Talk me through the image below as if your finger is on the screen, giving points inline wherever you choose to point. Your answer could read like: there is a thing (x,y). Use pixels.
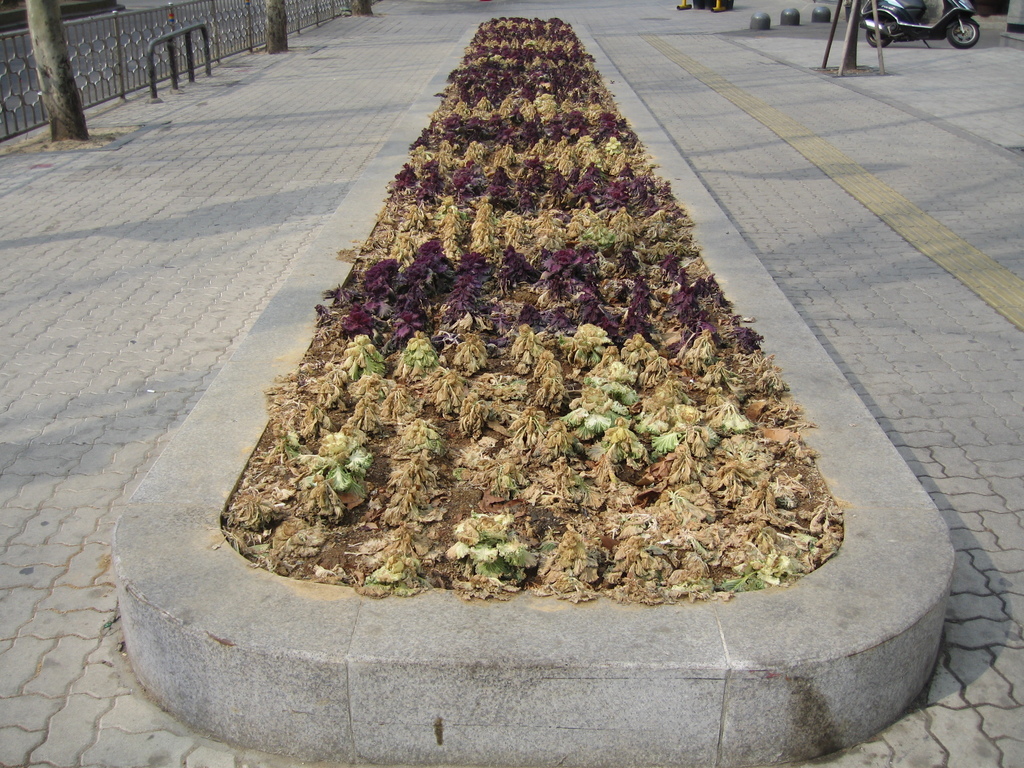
In this image there are so many plant (305,365) in the middle of pavement (906,751), beside that there is a scooter (934,27) parked on the road (295,90) and on other side there is a fence (256,2) and some trees (279,10) planted in front of that.
